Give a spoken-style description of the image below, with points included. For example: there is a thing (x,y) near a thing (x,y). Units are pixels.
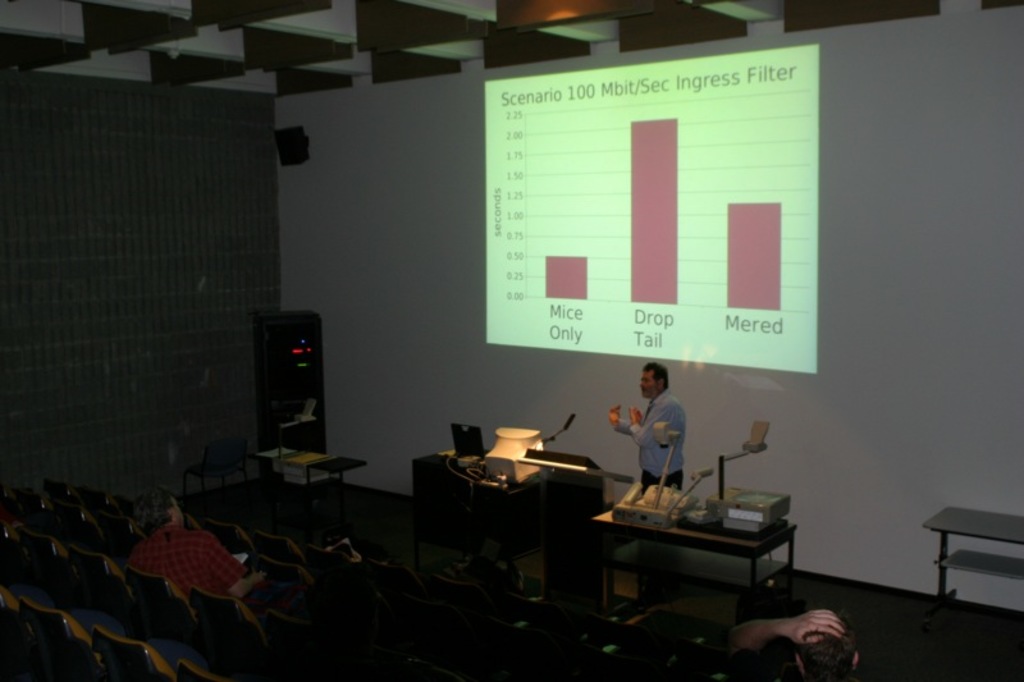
A screen (634,185) is on wall (395,216). On top (284,137) there is a speaker (286,150). On this stage (615,606) there are tables (495,522) and chair (206,468). On this table (519,505) there is a projector (616,515), monitor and laptop (462,443). In-front of this man (655,457) there is a podium (569,475) with mic (550,437). In-front of this stage (344,511) there are chairs (484,626), persons (174,553) are sitting on these chairs (440,631).
